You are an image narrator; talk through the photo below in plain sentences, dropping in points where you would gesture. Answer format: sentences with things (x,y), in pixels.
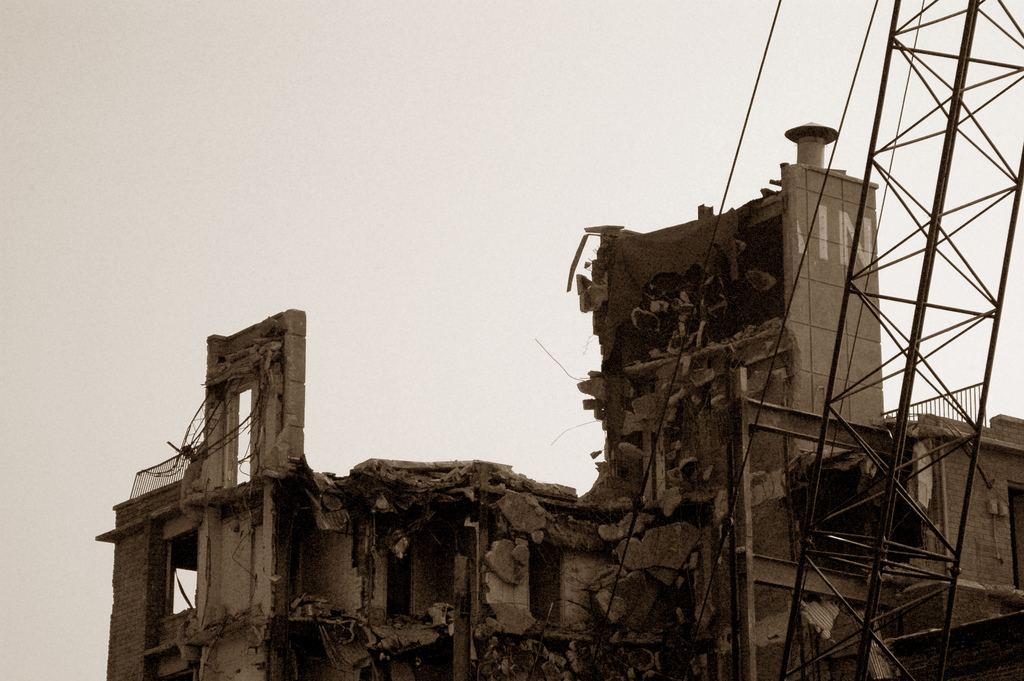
This image consists of a building (549,547). It looks like it is collapsed. On the right (944,165), there is a stand (865,295) made up of metal (858,544). At the top (355,182), there is sky (356,201).
